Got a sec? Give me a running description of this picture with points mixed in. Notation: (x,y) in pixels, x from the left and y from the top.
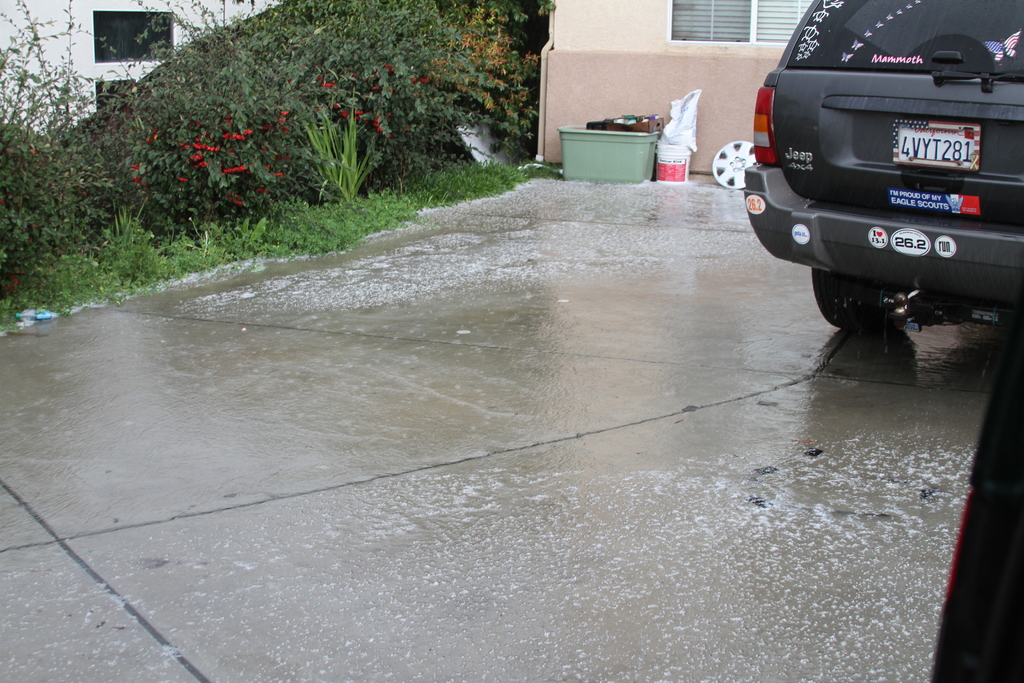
In this picture I can see the path (595,368) in front (801,385) on which there is a car (805,154) and on the left side of this image (120,84) I see the plants (207,96) and the grass (290,229) and on the car (818,62) I see there are words (920,145) and numbers (955,147) written.
